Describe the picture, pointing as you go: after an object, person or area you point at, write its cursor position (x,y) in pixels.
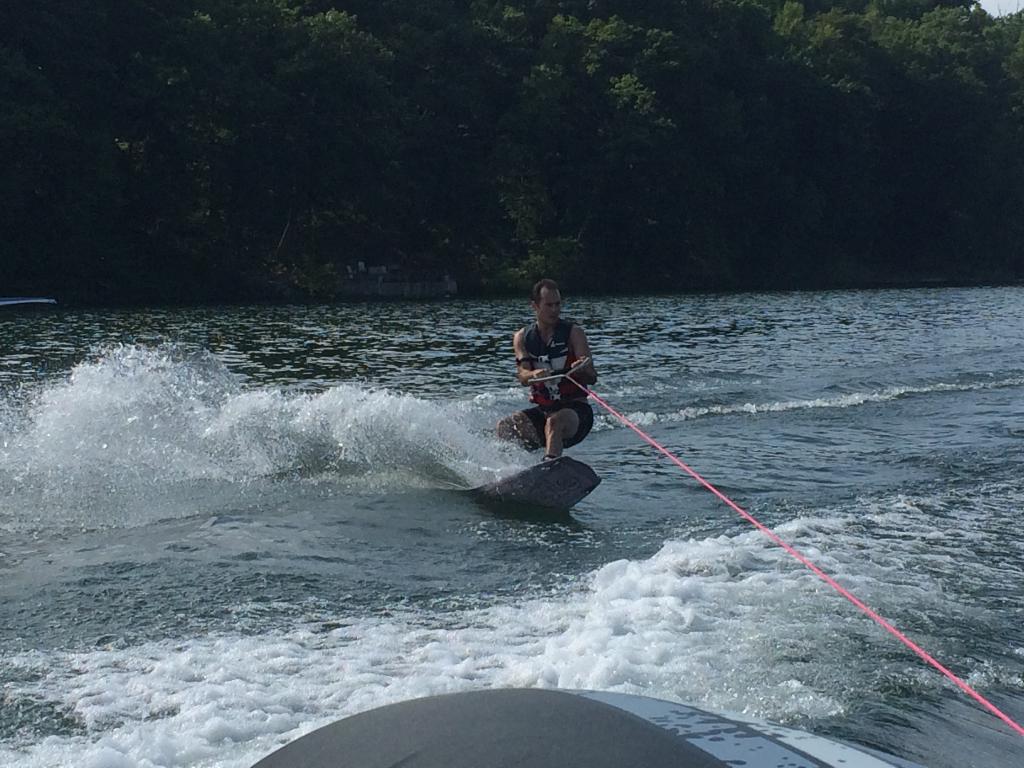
In this image we can see a person (553,419) riding a board (545,483) on a water body (342,345). On the backside (452,269) we can see a group of trees (248,278) and the sky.
